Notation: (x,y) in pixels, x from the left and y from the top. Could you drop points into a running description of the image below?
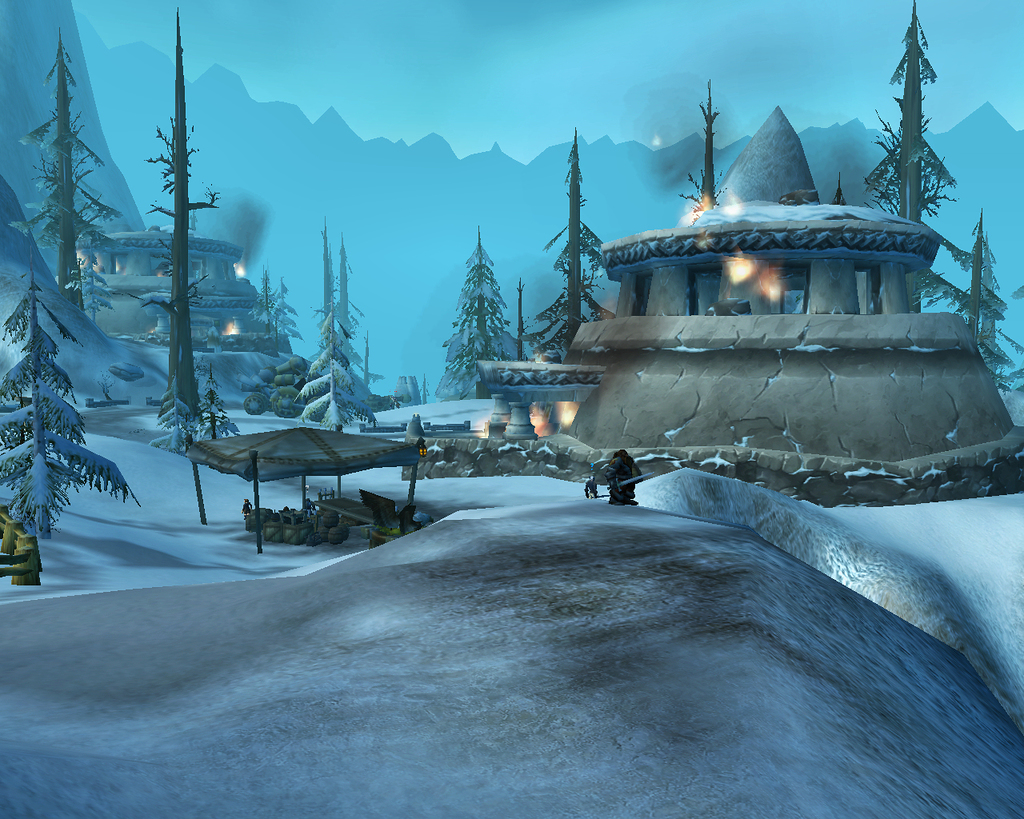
This is an animated picture. Here we can see houses (618,368), lights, and trees (178,162) covered with snow (980,605). In the background (446,223) we can see mountain (834,134) and sky (821,83).
